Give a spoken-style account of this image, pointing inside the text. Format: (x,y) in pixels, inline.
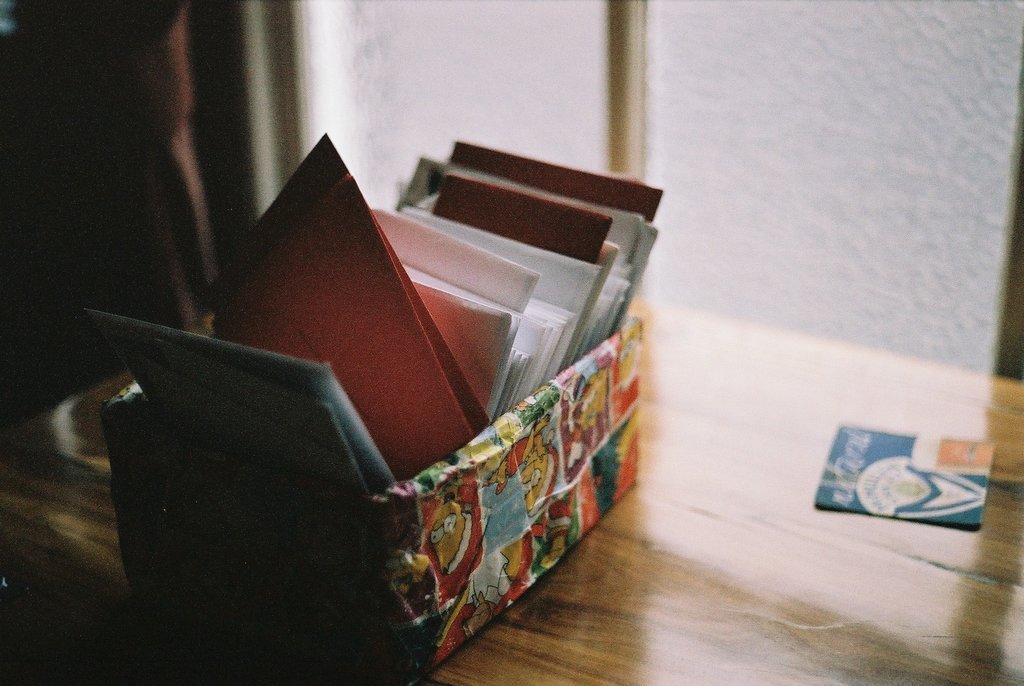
In this picture I can see the brown color surface (869,662) in front (746,650), on which there is a box (209,488) and in the box (235,523) I can see number of cards (312,273), which are of red and white color. On the right side of this picture (850,492) I can see a paper (882,470) which is of blue, white and orange color. I see that it is white color in the background (547,101) and it is a bit dark on the left side of this image (98,100).
